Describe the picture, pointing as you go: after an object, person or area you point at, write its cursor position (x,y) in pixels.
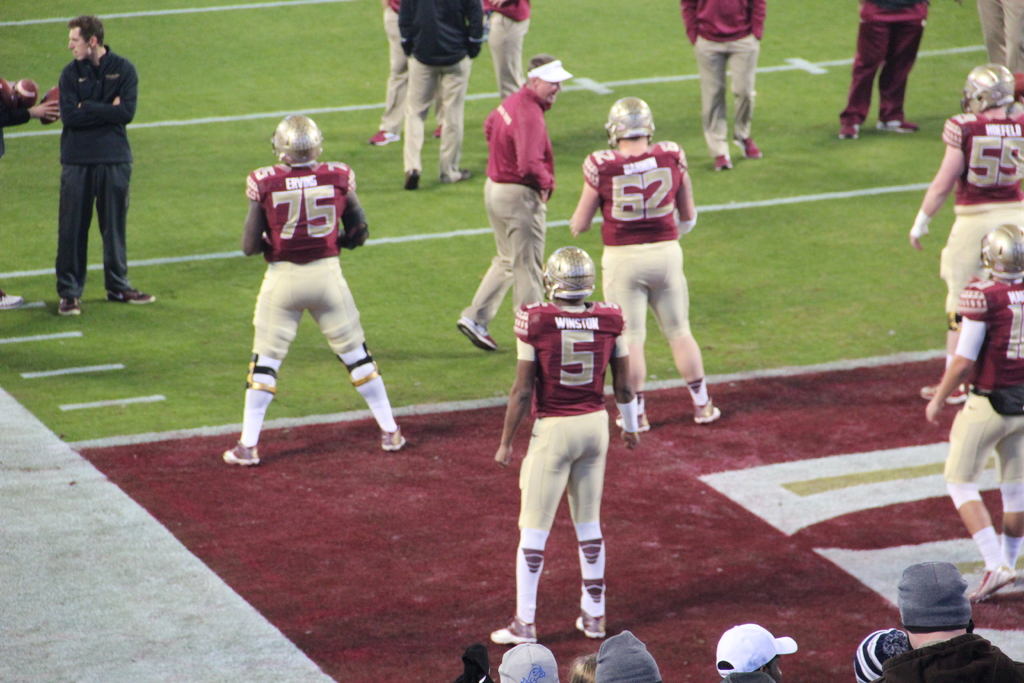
In this image I can see a ground (229,159) and I can see few persons (117,153) standing on the ground (196,188).
